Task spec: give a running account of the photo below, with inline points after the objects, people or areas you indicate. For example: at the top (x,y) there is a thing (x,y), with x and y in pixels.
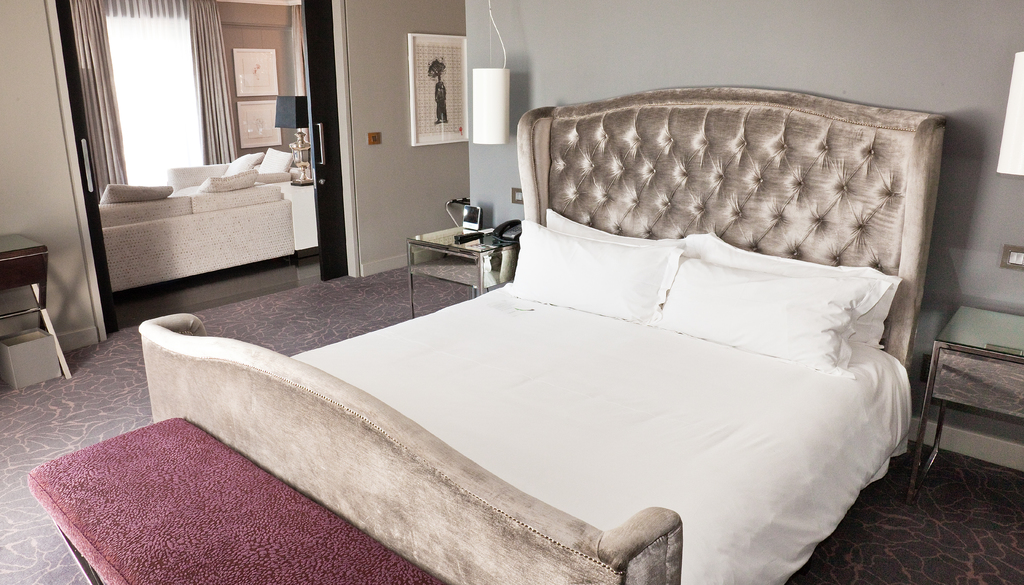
In this image I can see a bed (881,195) in a room (742,350). There is a lamp (1017,90) on the right (1006,157). There is a table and there are sofas (123,210) at the back (268,227). There are photo frames (248,132) and lamps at the back (259,73).
